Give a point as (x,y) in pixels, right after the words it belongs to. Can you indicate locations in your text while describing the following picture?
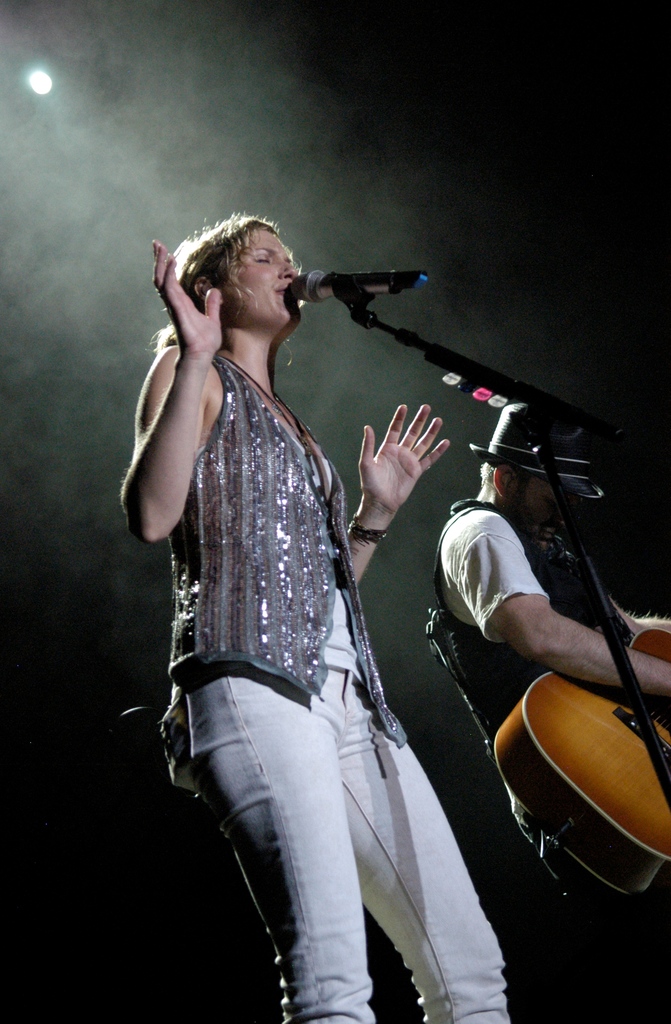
In this image there are two persons (597,660) at the middle of the image (272,601) there is a girl (281,638) wearing jeans (274,708) and silver color top (246,426) singing in front of her there is a microphone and at the right side of the image (539,486) there is a person (548,629) who is playing guitar (541,791).
